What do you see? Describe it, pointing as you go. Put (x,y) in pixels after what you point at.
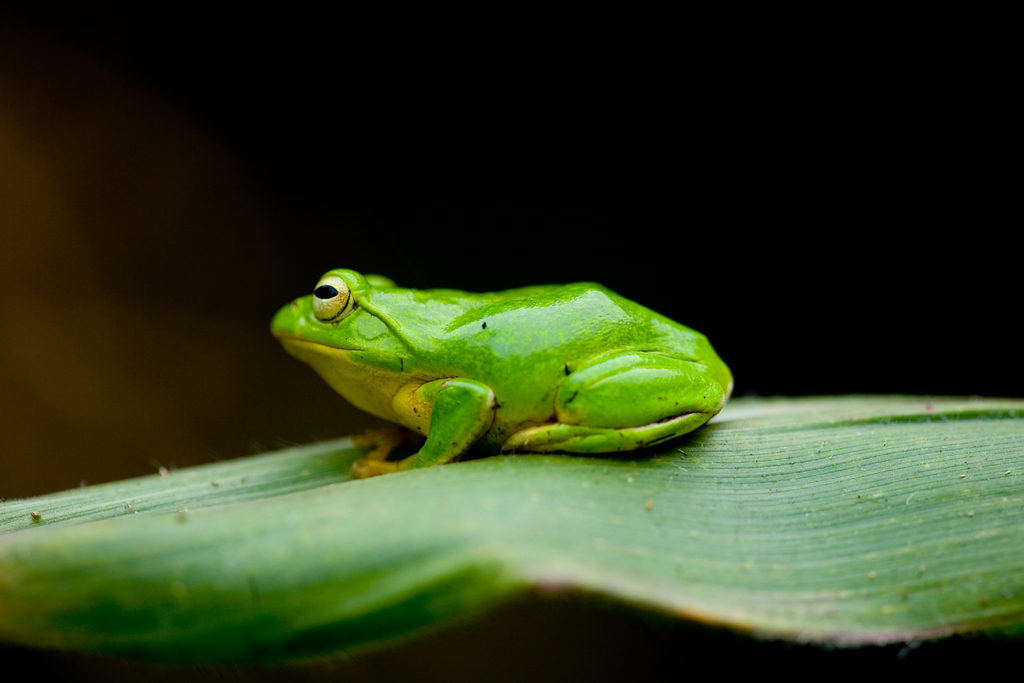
In this image I can see the frog (613,429) on the leaf (407,487) and the frog (474,351) is in green color and I can see the dark background (324,41).
